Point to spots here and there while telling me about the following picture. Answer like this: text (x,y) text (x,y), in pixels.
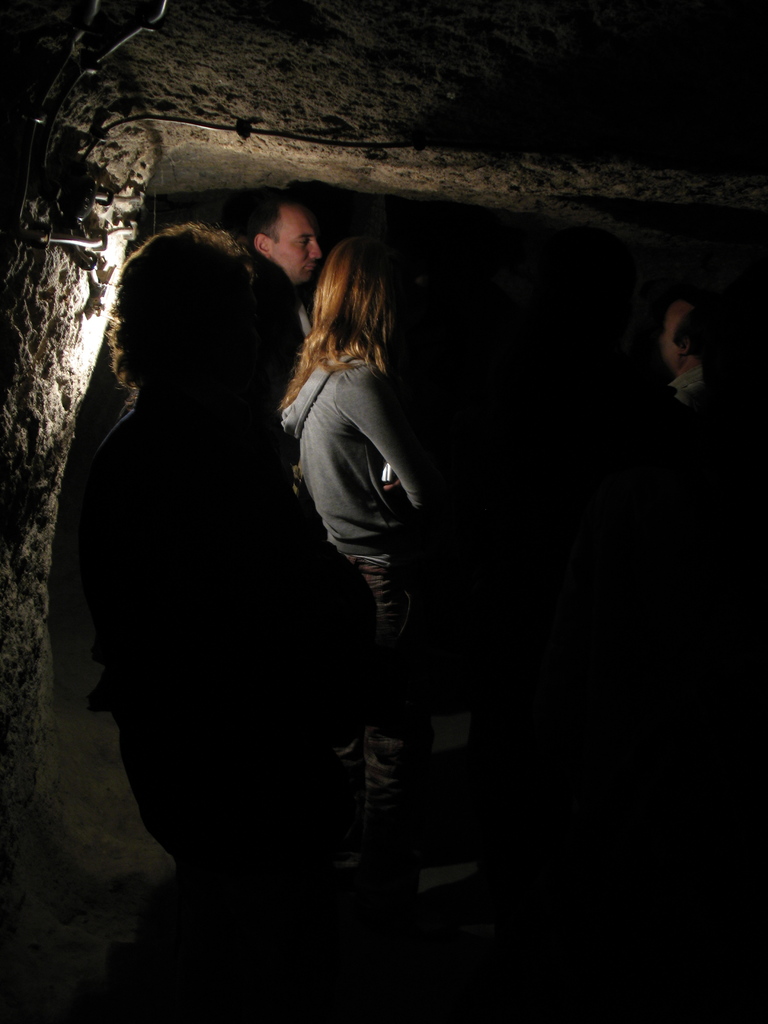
In this image I can see the group of people (331,575) with the dresses (371,553). In the back (175,103) I can see the wall (180,155). And I can see black image (582,476) to the right (571,344).
